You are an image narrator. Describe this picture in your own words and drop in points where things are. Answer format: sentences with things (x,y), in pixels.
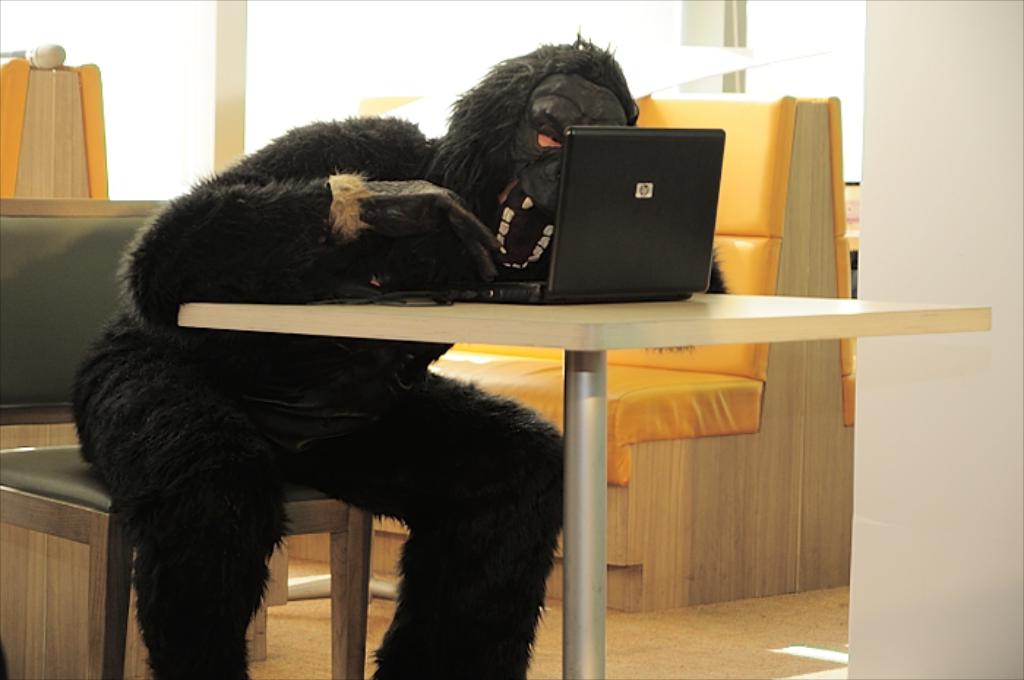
In this picture there is a man (372,269) sitting on the chair (64,415) beside the table (581,318). He is wearing an animal costume (368,293). On the table (582,332), there is a laptop (592,221). In the background (657,109), there are sofas (810,281).
